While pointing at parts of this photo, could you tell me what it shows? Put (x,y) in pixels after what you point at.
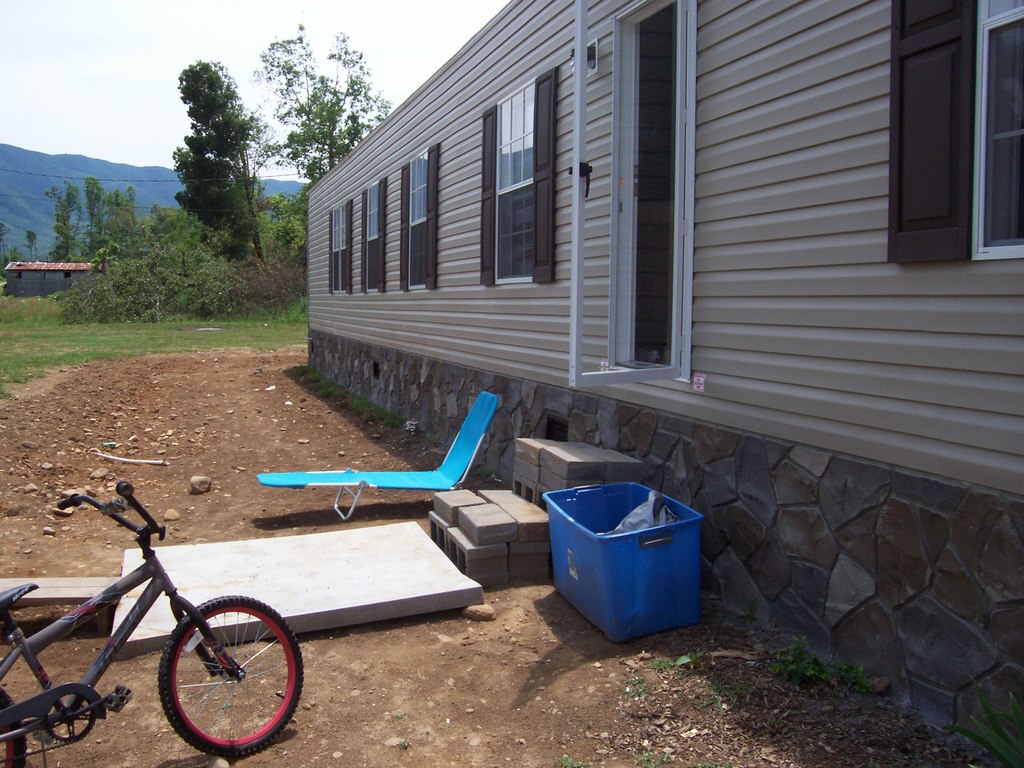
This picture is clicked outside. On the left (207,630) there is a bicycle (219,671) parked on the ground (252,704) and there are some objects (392,535) placed on the ground (383,494). On the right (883,77) we can see the house (758,410) and a door (628,117) and windows (416,181) of the house (490,166). In the background (349,45) there is a sky (68,65), hills (39,168), cables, trees (230,216) and plants (177,276) and the green grass (35,319).
